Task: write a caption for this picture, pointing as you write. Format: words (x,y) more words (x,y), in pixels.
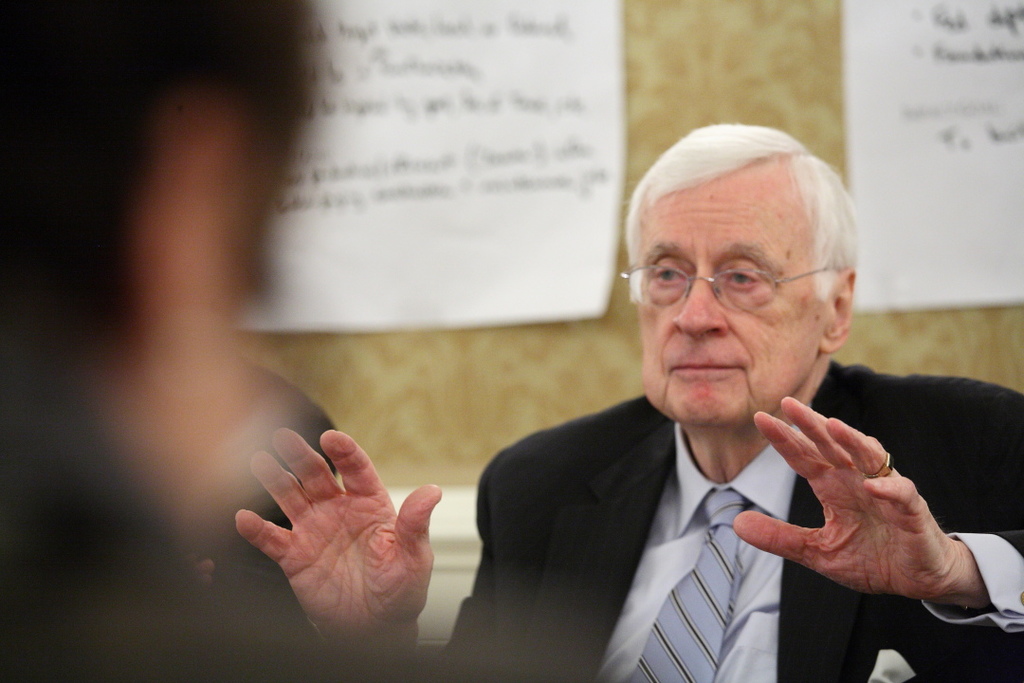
In the picture I can see a man (595,643) on the right side (795,321). He is wearing a suit (508,464) and tie (711,575). In the background (553,252), I can see the white sheet papers (547,201) on the wall (695,78) with text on it. There is another person (148,208) on the left side (135,255) though face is not visible.
